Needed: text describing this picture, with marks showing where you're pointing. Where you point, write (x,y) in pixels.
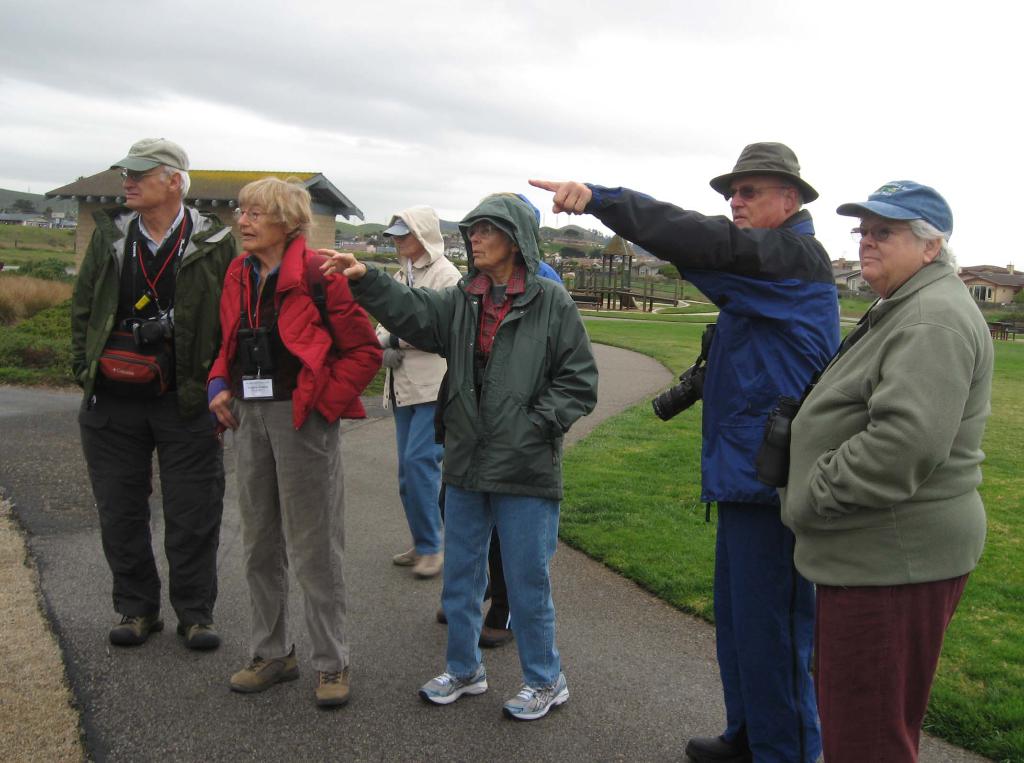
In this image there are people (485,500) standing on a road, in the background (996,552) there is grassland (632,323), houses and the sky (560,47).
